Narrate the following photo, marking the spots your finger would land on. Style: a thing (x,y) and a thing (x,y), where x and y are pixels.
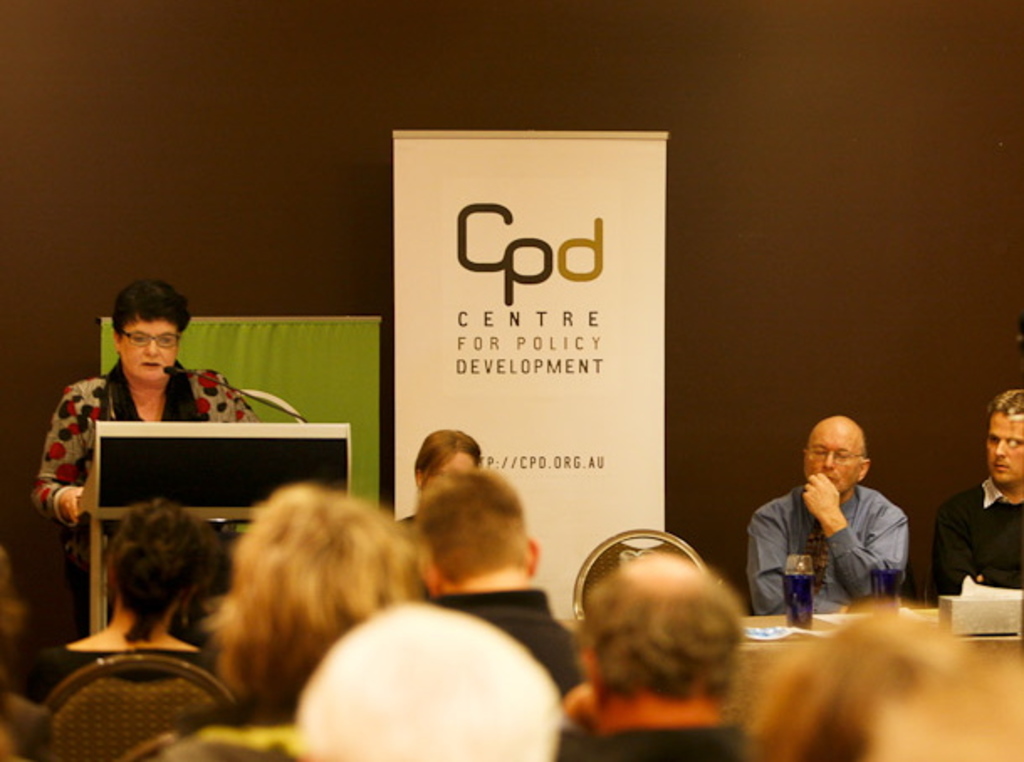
In this image there is a person (171,406) standing behind the podium (289,454) having a mike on it. Behind her there are two banners (570,385). Bottom of image (484,608) there are few persons (530,616) sitting on the chairs (172,696). Two persons (858,563) are sitting behind the table (759,624) which is having a bottle (801,580) and few objects (962,581) on it. Background (1017,301) there is a wall (673,133).
